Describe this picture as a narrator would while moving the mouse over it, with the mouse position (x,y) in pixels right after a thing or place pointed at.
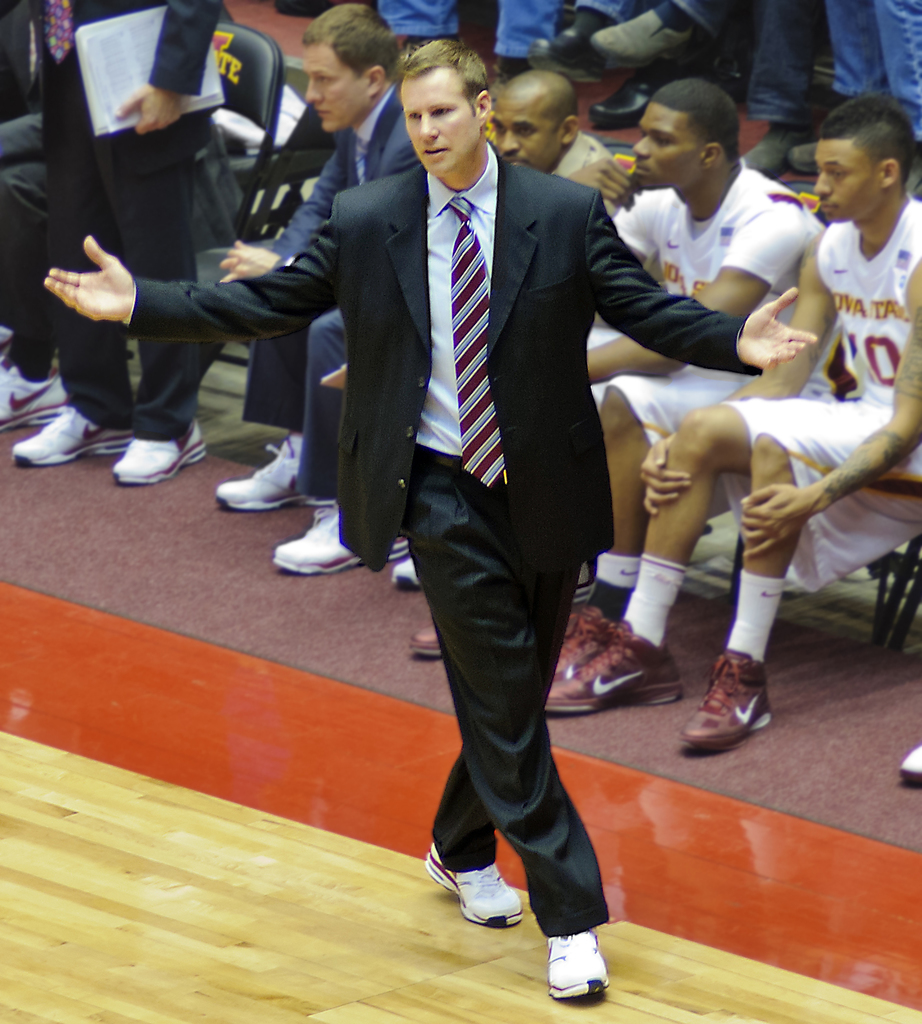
In this picture I can see few people (870,308) are sitting in the chairs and a man (537,433) walking and another human (124,206) standing holding papers (218,93) in his hand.
